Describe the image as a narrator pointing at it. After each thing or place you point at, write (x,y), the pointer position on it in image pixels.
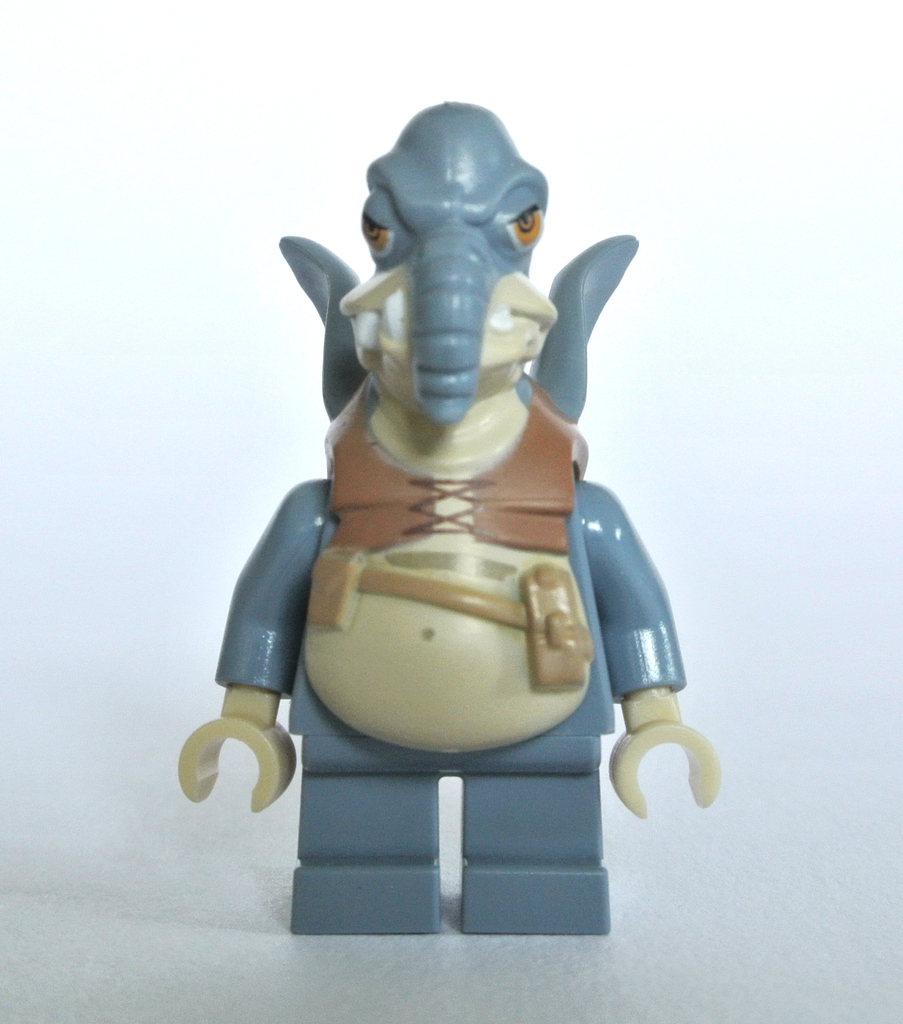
In this image I can see the toy (550,758) on the white color surface (732,910) and the toy (520,827) is in blue, brown and cream color and I can see the white color background (10,514).
